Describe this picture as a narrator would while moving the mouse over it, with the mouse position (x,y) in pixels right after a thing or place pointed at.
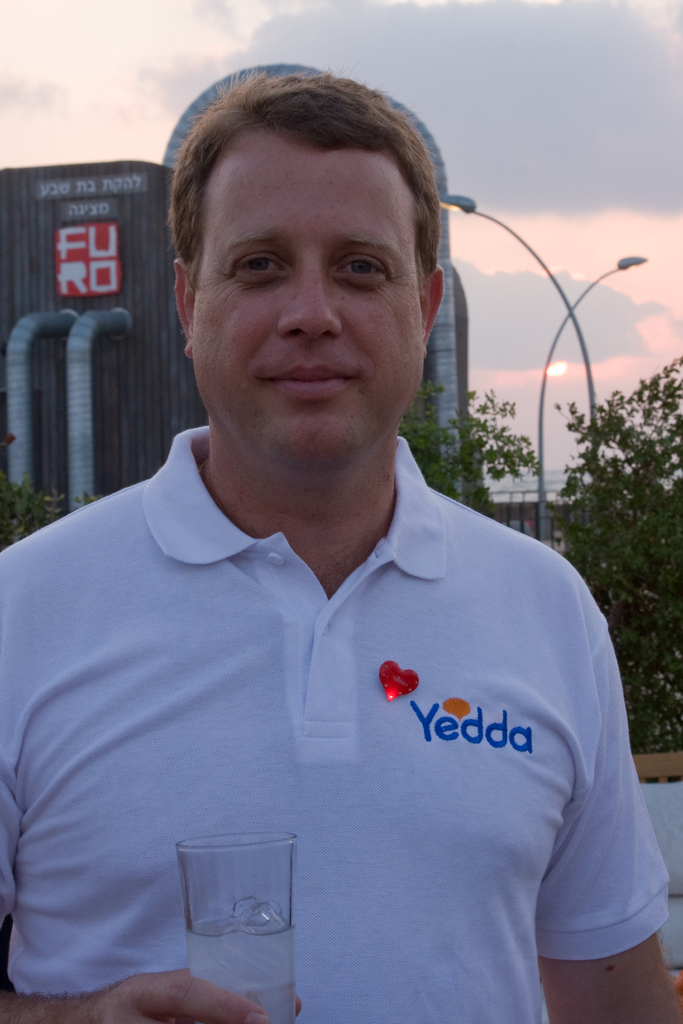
In front of the image there is a person (270,577) holding the glass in his hand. Behind him there are trees (627,662), buildings (54,429), light poles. At the top of the image (483,59) there are clouds (589,141) in the sky (595,165).
